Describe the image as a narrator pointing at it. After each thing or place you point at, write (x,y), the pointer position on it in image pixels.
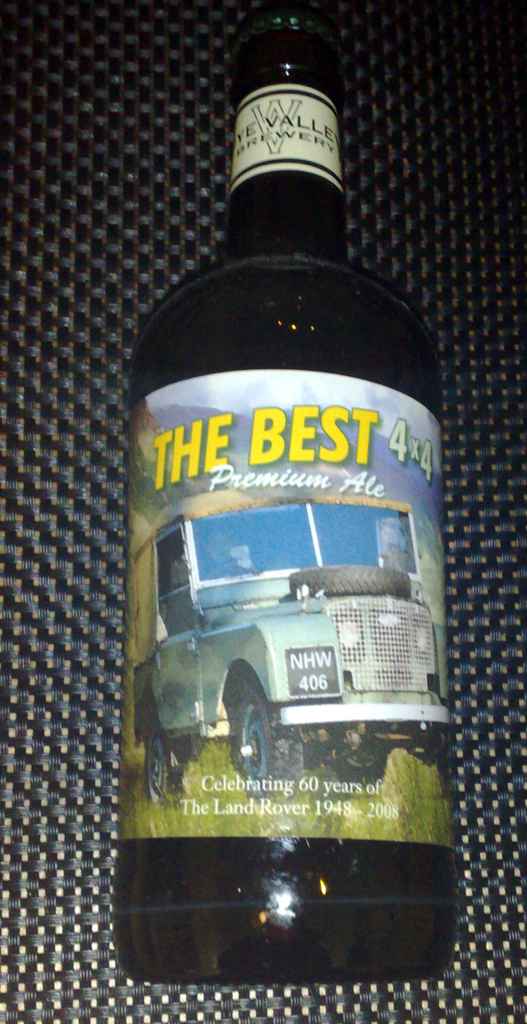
In this image in the center (266,472) there is a bottle (298,466) on the bottle (307,510) there is a label (252,521), and on the label (246,469) there is text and depiction (242,628) of a vehicle (278,716) and grass (208,815). And in the background (477,690) it looks like a cloth (130,224).
